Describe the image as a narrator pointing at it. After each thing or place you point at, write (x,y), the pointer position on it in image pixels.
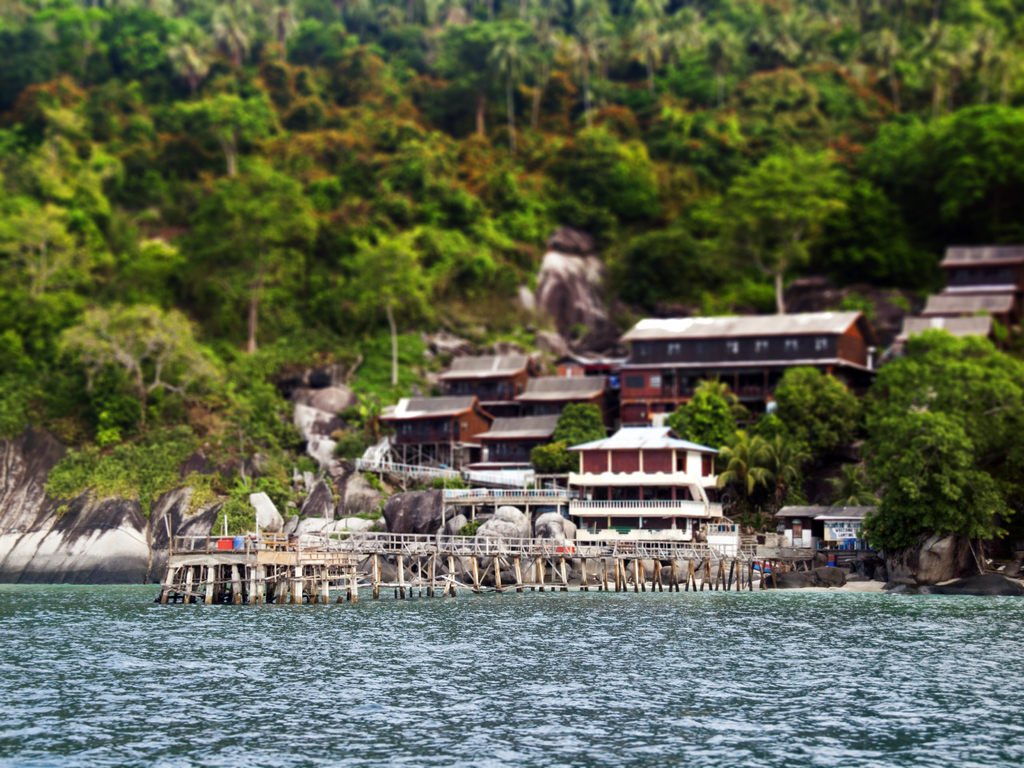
In this picture we can see water (209,745), bridge (273,594), rocks (344,498), buildings (516,397) with windows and in the background (94,221) we can see trees (608,224).
